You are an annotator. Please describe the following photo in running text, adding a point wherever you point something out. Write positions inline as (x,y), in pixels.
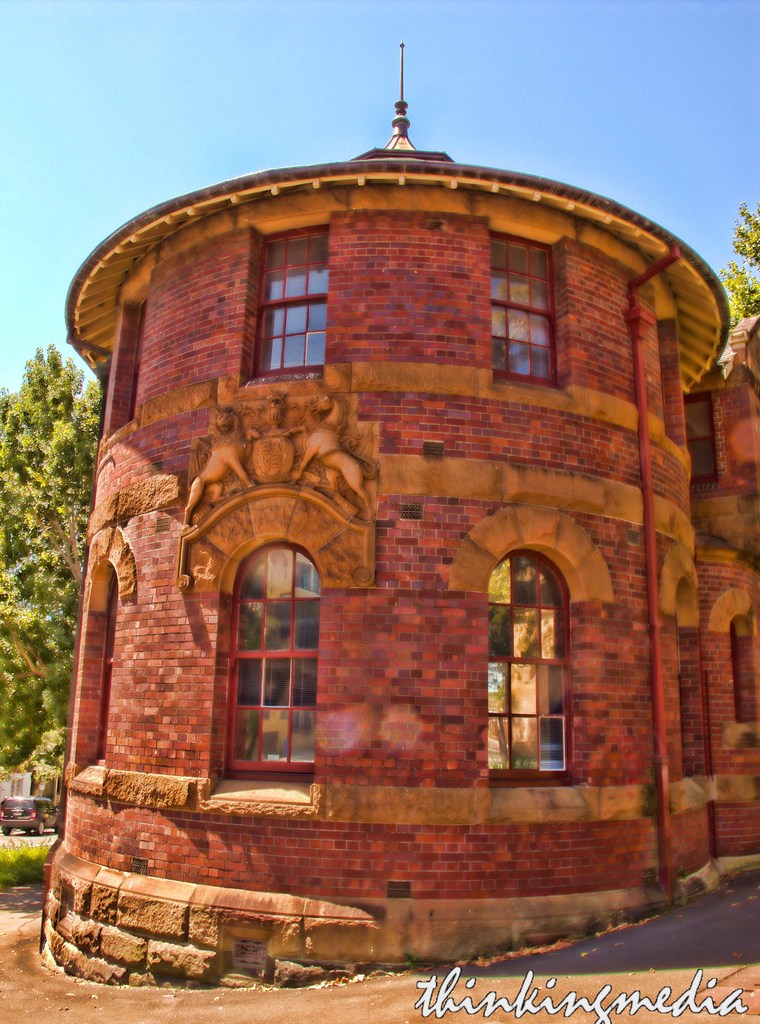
In this image I see the building (370,438) and I see number of windows (494,338) and I see the art (276,471) over here and I see the watermark (539,1010) over here and I see the path (18,1001). In the background (13,808) I see the trees (746,216), a car (52,821) over here and I see the clear sky (387,113).
